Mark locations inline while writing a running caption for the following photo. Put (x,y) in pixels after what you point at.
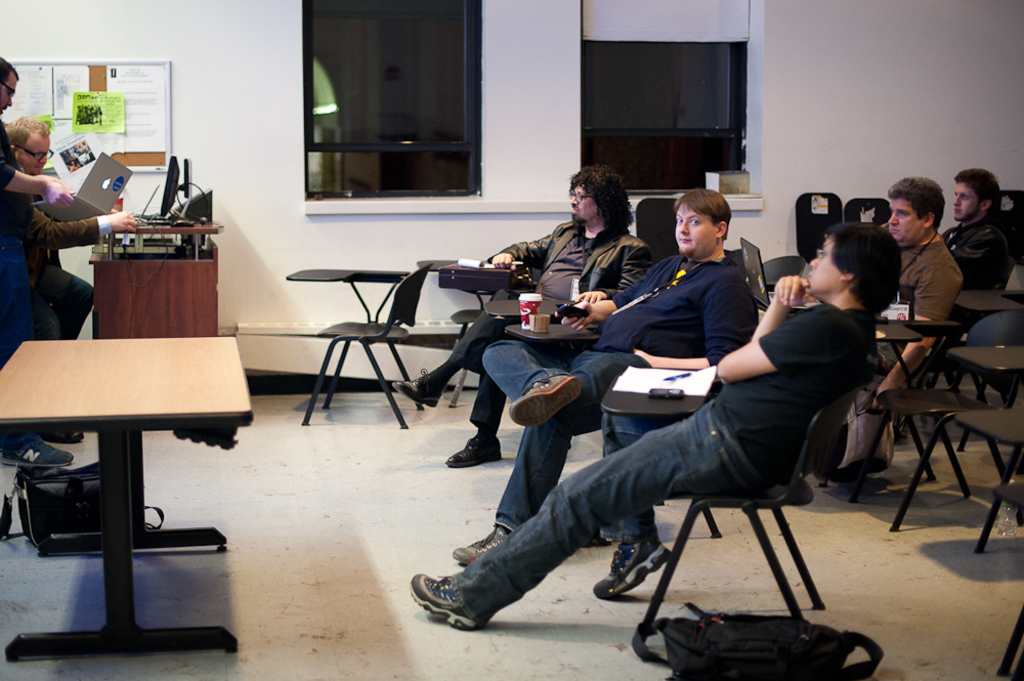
There are group of people (738,306) sitting in chairs (579,333) and there are two persons (41,173) in front of them.
